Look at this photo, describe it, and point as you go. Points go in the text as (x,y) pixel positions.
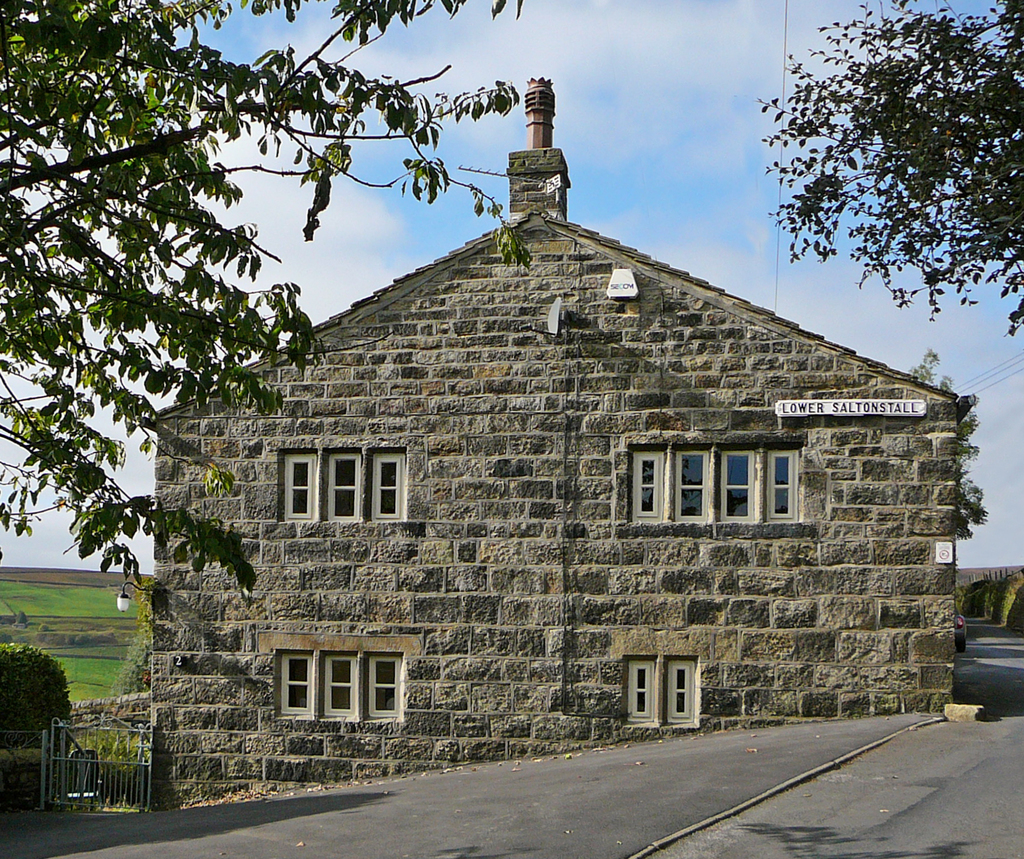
In this image, we can see a house (809,392) with some text (851,410) written. We can see the ground (624,836). We can also see the fence (77,757). We can see some grass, plants (46,664). There are a few trees (983,213). We can see the sky (680,159) with clouds (752,26).
